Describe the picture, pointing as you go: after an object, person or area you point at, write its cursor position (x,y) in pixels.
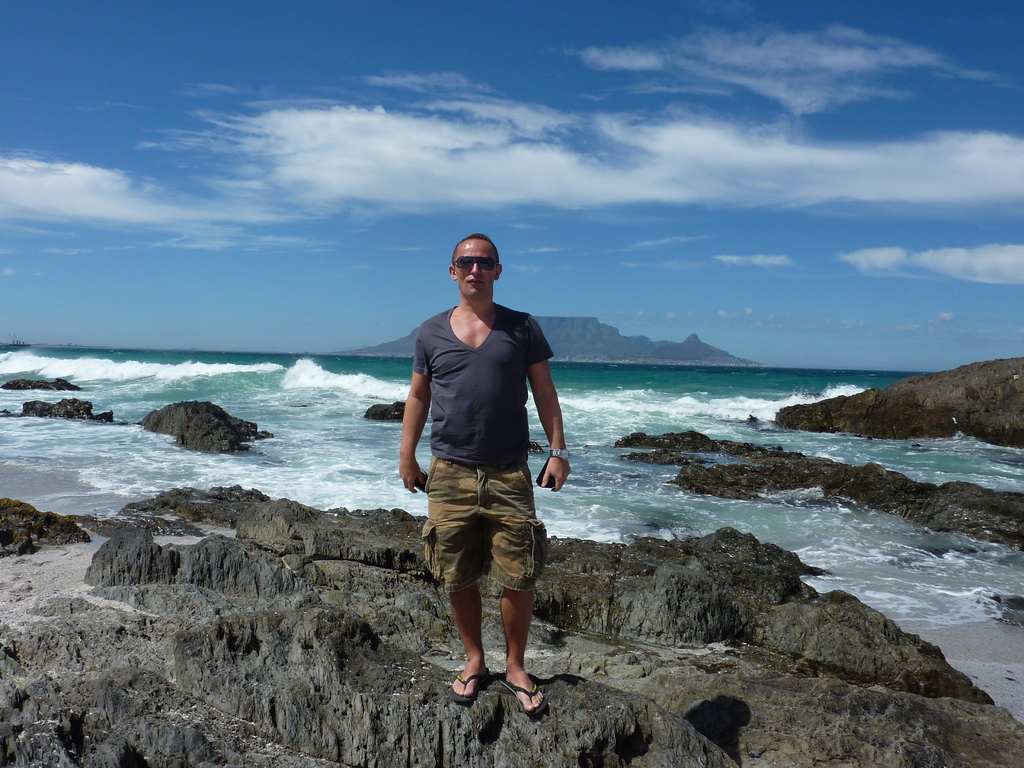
In the center of the image (432,399), we can see a man (464,381) wearing glasses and holding some objects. At the top (376,108), there are clouds (390,166) in the sky (423,282) and at the bottom (378,561), there is water (360,495) and we can see rocks (362,519).
